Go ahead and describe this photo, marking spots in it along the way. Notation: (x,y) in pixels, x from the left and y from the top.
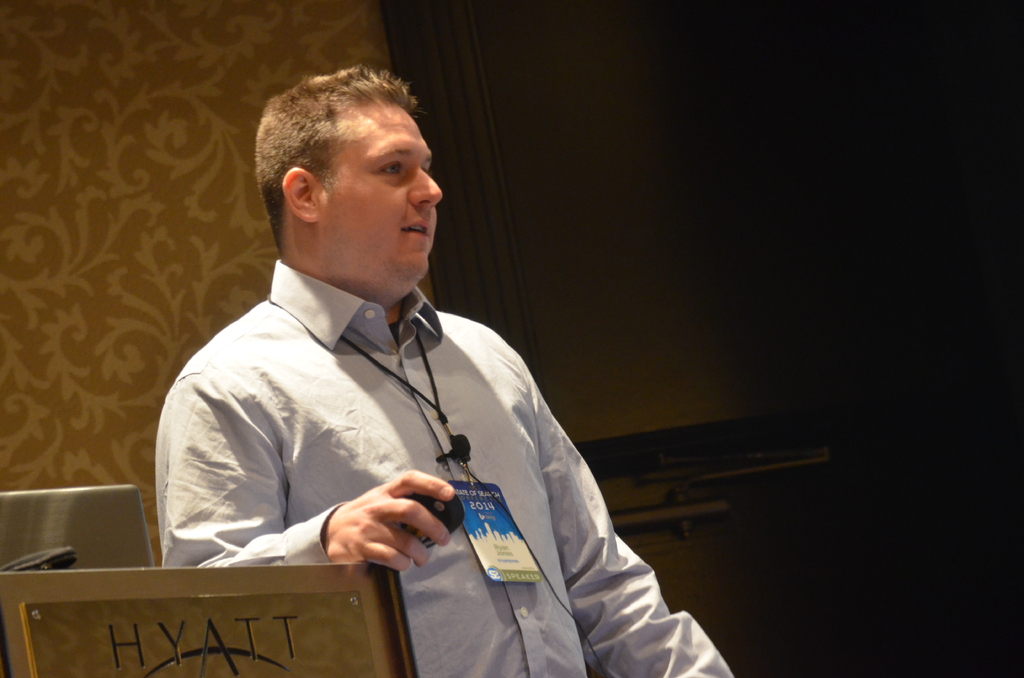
In this image there is a person (367,451) standing by holding an object (451,514) in his hand (386,512), beside the person (216,554) there is a podium (131,607), behind the person (257,472) there is a laptop (90,529) and some object (56,556) and there is a wall (224,121) with a design (224,121).
